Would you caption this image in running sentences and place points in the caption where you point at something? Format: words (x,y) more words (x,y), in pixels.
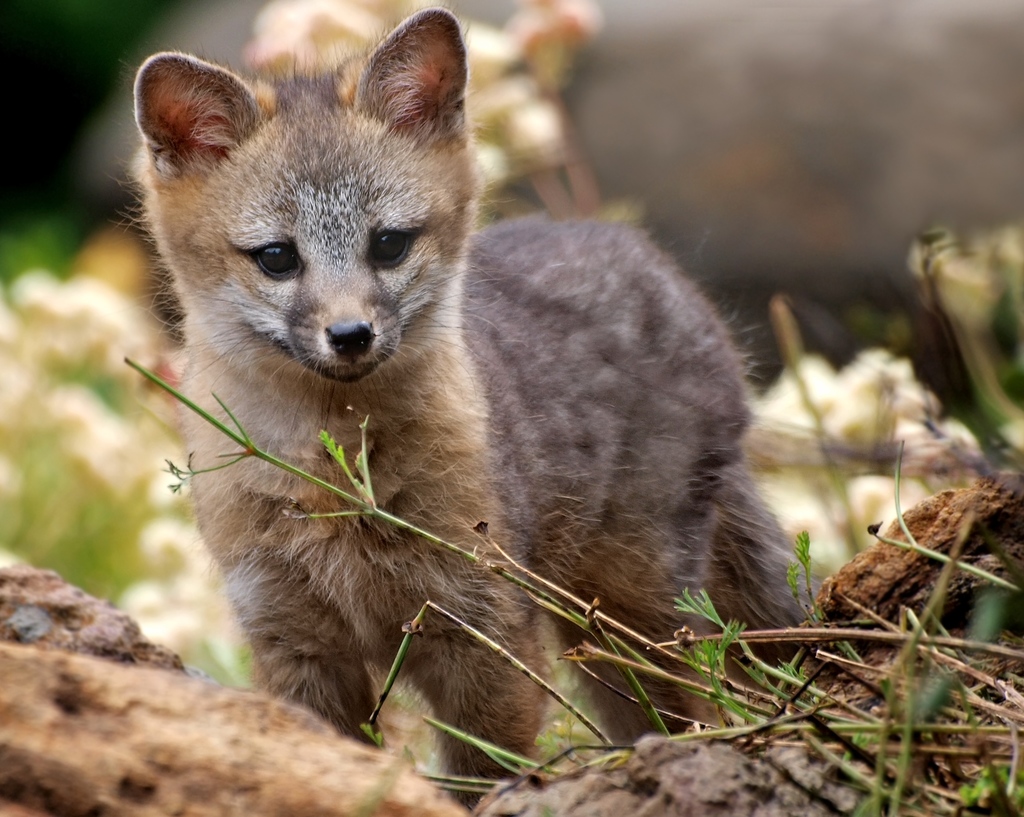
In this picture we can see a baby gray fox (385,423) here, at the right bottom (920,633) we can see branches (838,726) of a plant (784,714), we can see a blurry background (806,108) here.
